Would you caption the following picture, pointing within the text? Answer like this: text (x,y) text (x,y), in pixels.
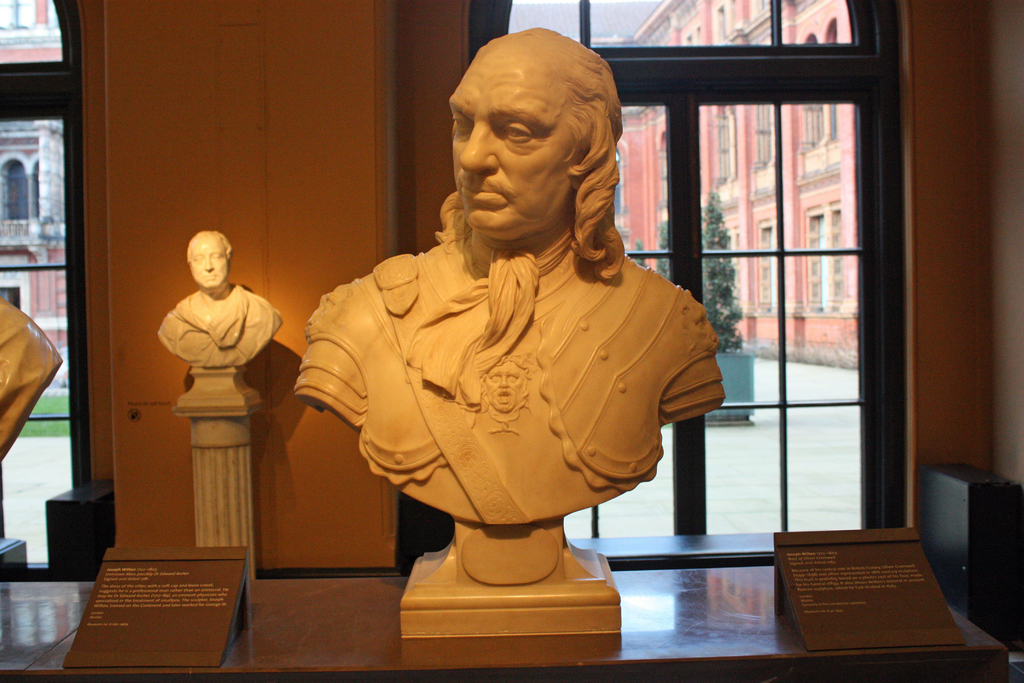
In this image I can see few statues (632,294), brown boards (167,643) on the table (705,613). Back I can see few buildings (50,192), trees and glass windows (731,249).
